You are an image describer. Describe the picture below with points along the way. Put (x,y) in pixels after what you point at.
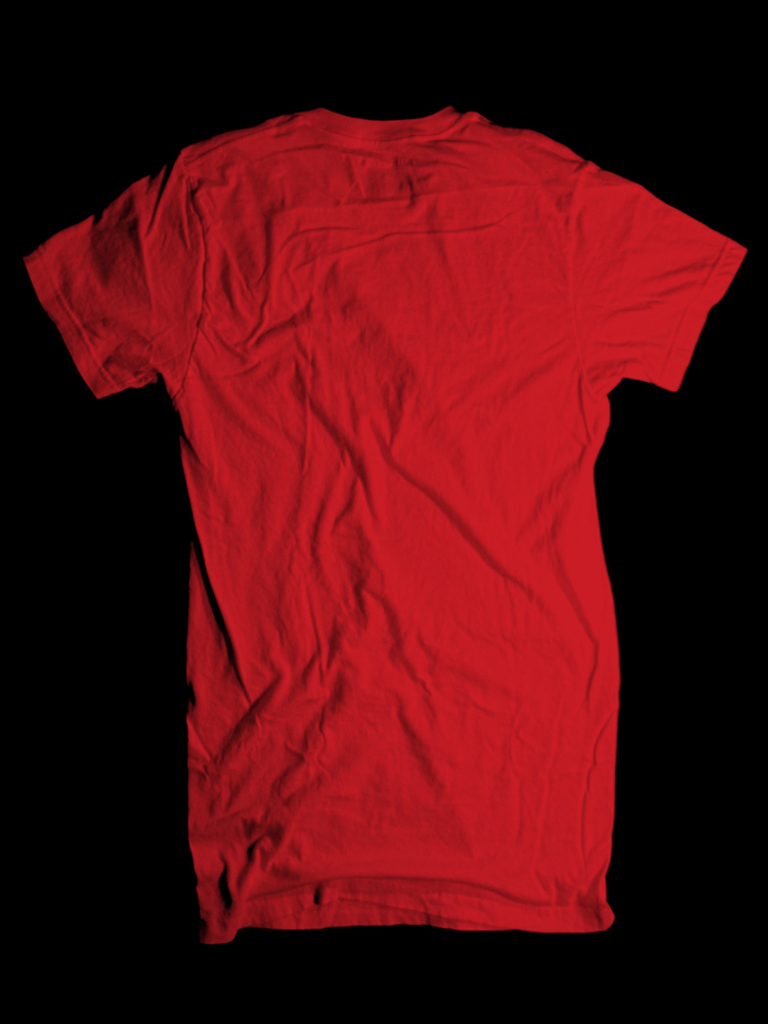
In this image we can see a red t shirt (439,478) on a black surface (123,600).
